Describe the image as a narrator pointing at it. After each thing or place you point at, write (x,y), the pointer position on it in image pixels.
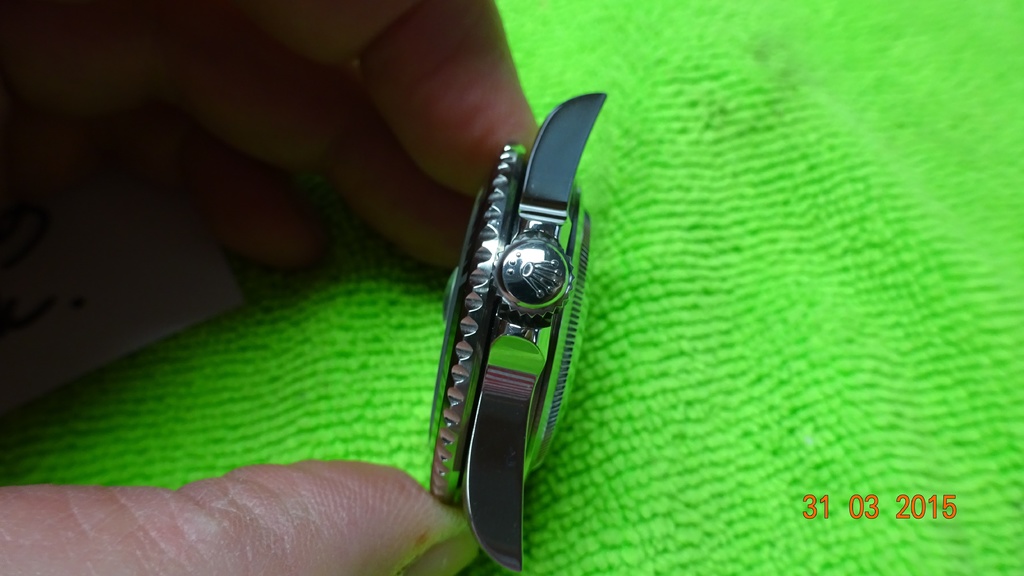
In the foreground of this image (562,362), there is a dial (578,252) and crown (517,272) to it is holding by a person's hand (465,193) on a green color cloth (714,398).
